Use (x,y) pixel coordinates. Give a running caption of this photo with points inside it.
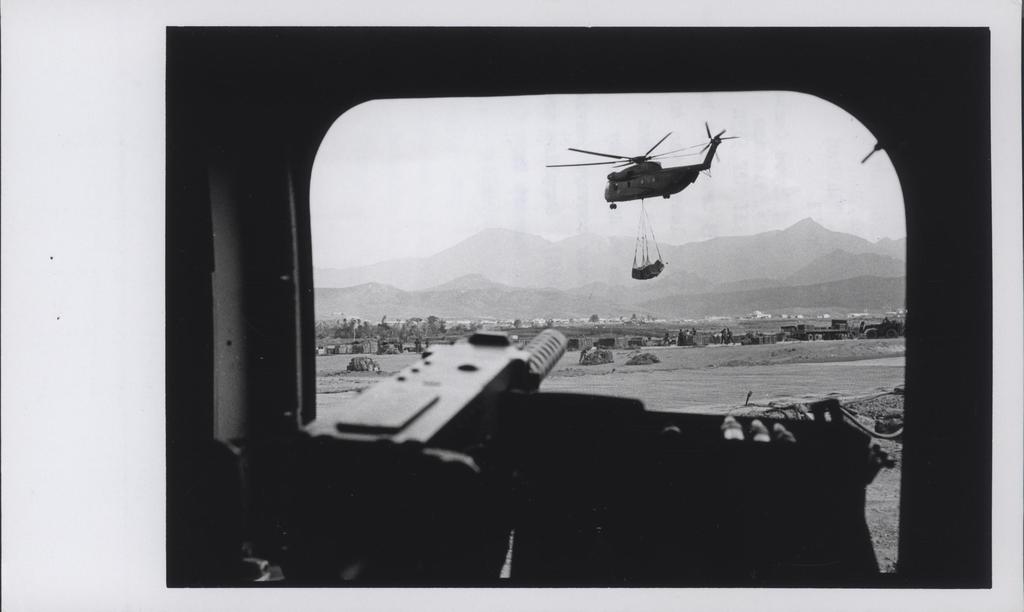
In this picture I can see a gun (540,373) and in the background (662,241) I can see a helicopter (659,178) and hills (799,292) and I can see few vehicles (899,321) and trees (411,320).
